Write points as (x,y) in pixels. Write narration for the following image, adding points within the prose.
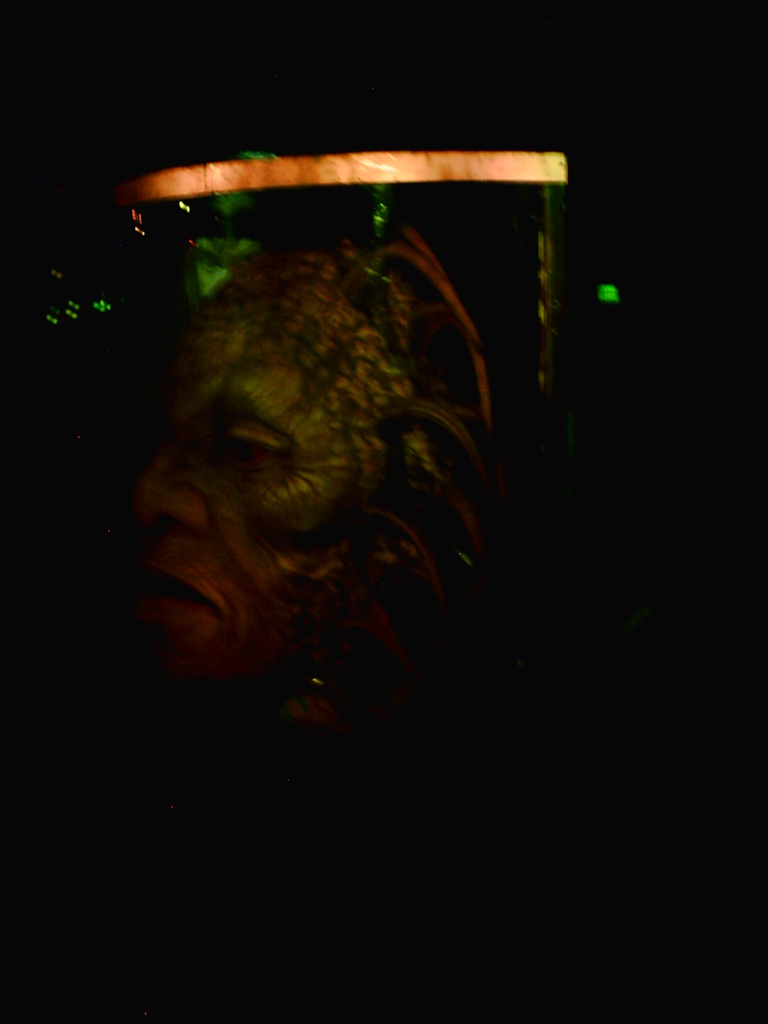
In this image I can see a mask (320,361) which is green and orange in color of a monster (239,480). I can see the black colored background (208,53) and a light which is orange in color.
